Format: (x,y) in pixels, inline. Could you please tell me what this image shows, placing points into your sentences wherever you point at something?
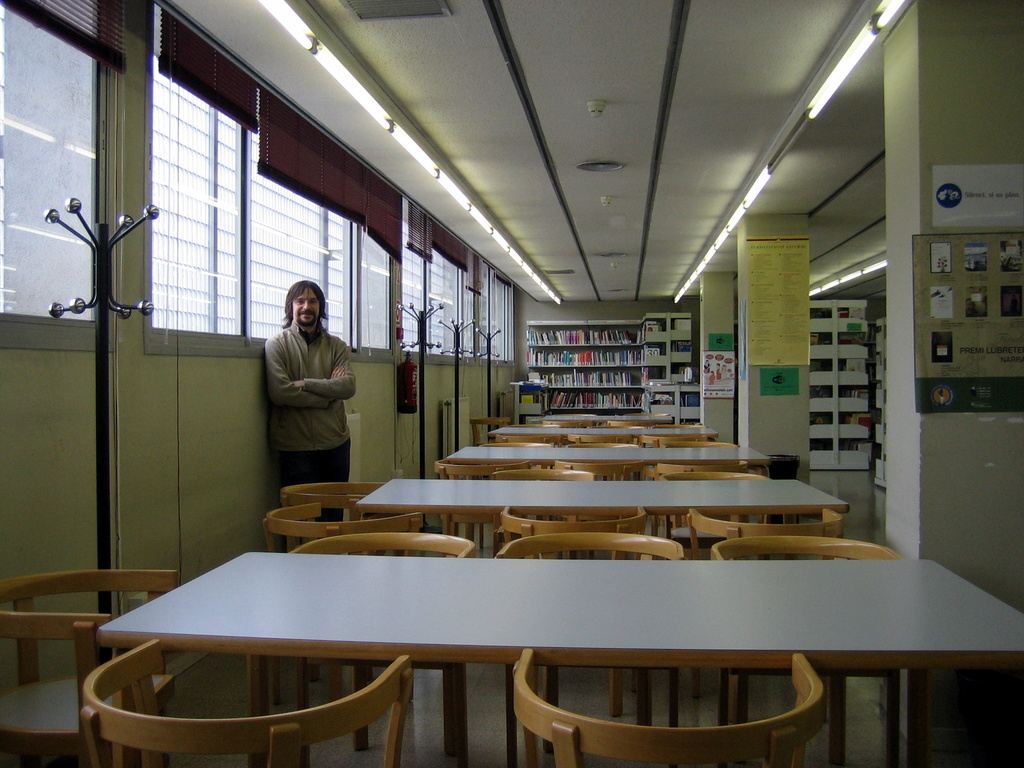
In this image we can see a man (301,306) standing and smiling. We can also see the tables (545,501), chairs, pillars (714,408), posters (760,346) and also the racks (615,322) with the books (564,335). We can also see some black color stands (424,341), fire extinguisher (416,403), windows (430,328) with the windows mats (286,184) and at the top (752,162) we can see the ceiling (847,12) with the lights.
